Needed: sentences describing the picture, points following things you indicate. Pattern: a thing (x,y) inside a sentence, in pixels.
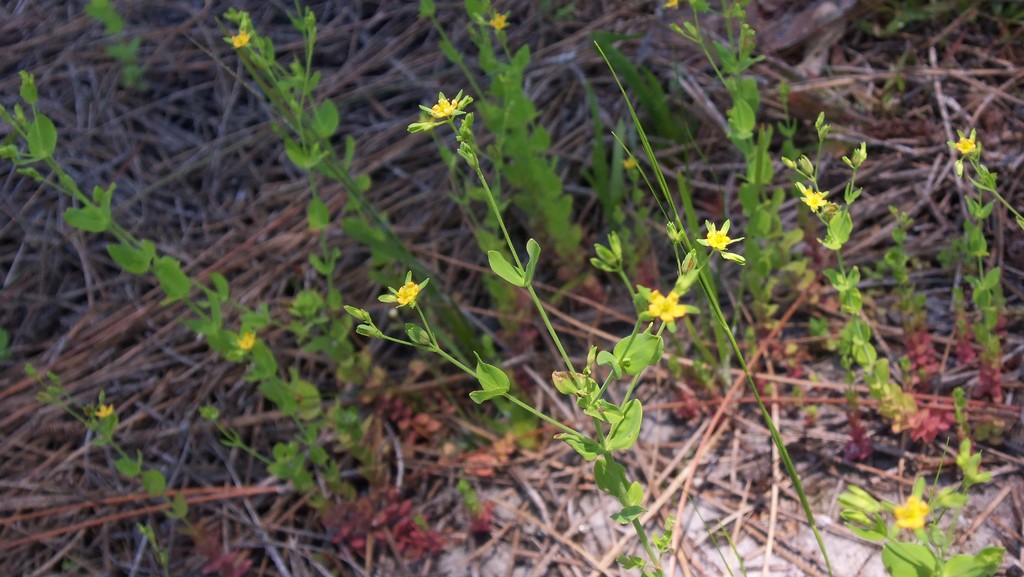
In the picture I can see flower plants (530,282). These flowers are yellow in color. The background of the image (444,85) is blurred.
